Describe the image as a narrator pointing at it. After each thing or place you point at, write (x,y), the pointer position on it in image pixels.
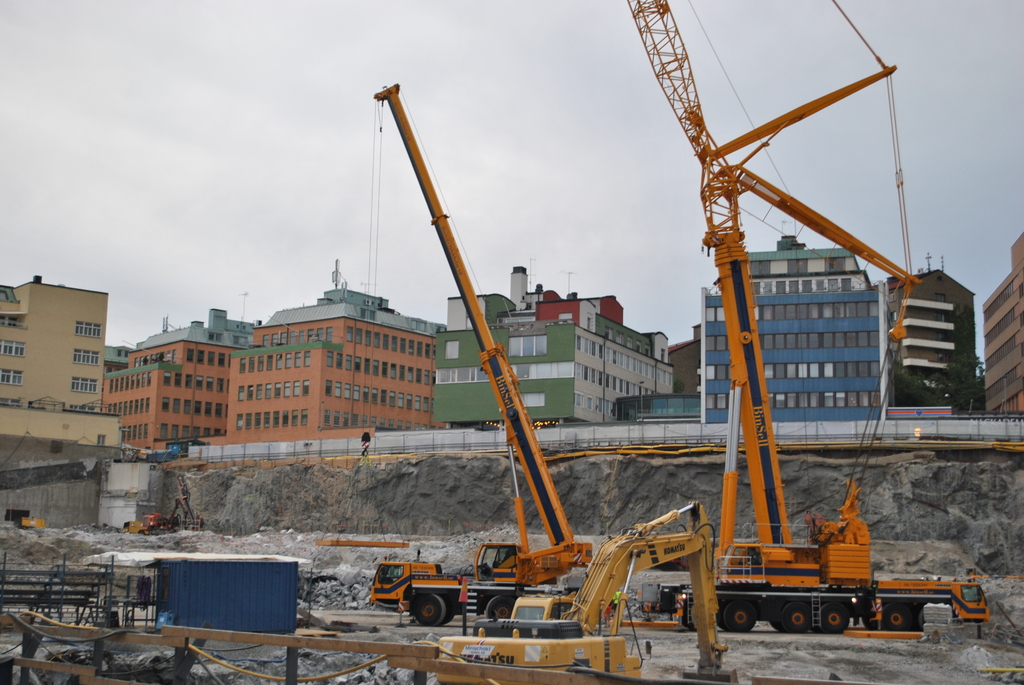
In this image I can see a vehicles (557,603) on the floor (682,635). Back I can see buildings (270,379) and windows (297,390). They are in different color. I can see some objects (281,572), trees (962,387) and few stones (349,579). I can see a crane (396,96). The sky (345,55) is in white color.
